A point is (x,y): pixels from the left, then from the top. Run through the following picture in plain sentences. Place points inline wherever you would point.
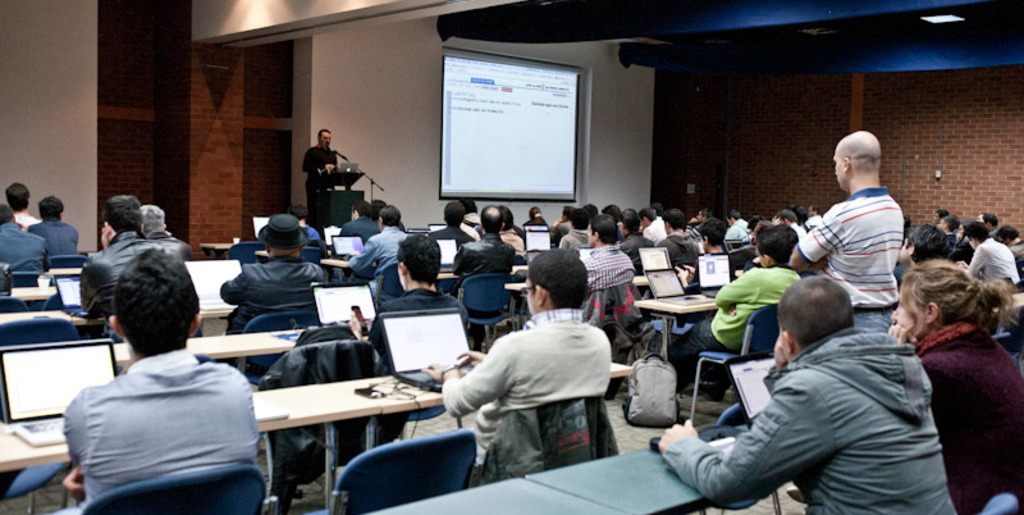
In this image we can see a group of people (578,346) sitting on the chairs (568,432) beside a table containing the laptops (454,345). On the right side (864,284) we can see a person (857,261) standing. On the backside (310,162) we can see a person (314,174) standing near a speaker's stand (342,176) with a mic (338,157). We can also see a projector (460,137), wall (372,89), and a roof (352,14) with ceiling lights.
